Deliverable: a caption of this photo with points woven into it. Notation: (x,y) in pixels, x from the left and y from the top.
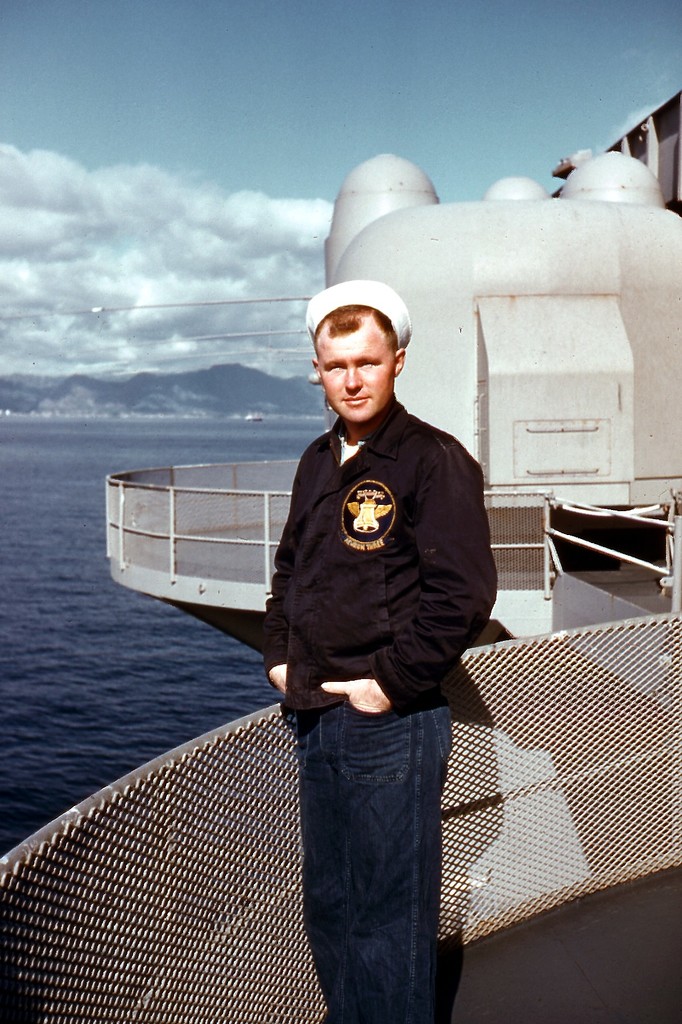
In this image we can see there is a person (364,588) standing on the ship (461,879), which is on the river (130,669). In the background (123,406) there are mountains (123,411) and sky (150,185).
